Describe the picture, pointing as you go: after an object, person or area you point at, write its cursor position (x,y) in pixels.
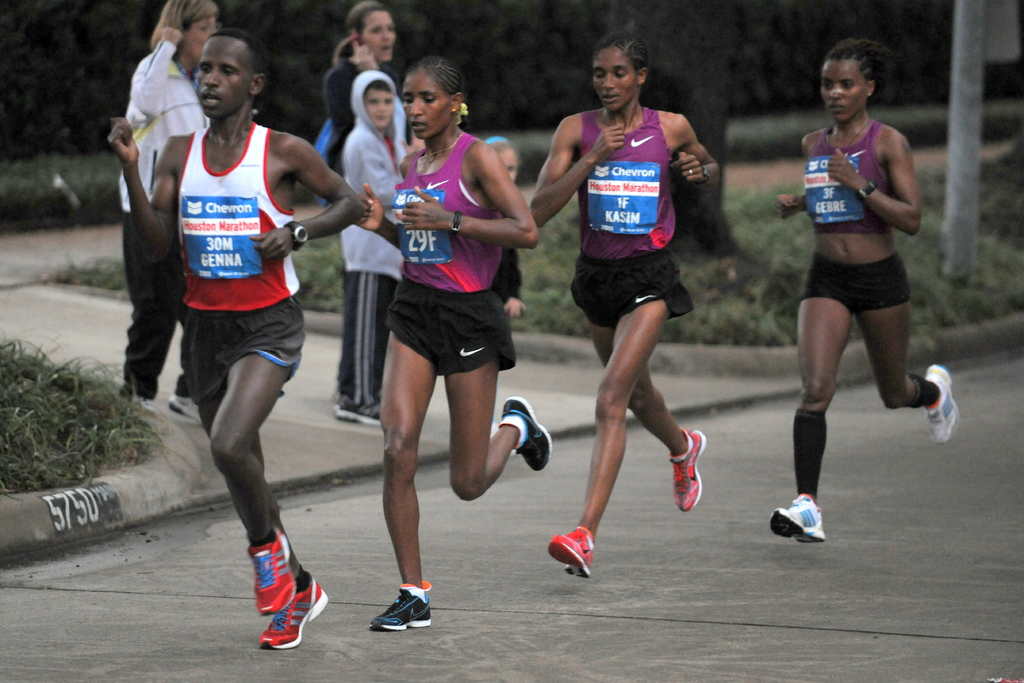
In this picture there are group of people (476,479) running and there are group of people (384,310) standing and there are trees (44,0) and there is a pole (959,113). At the bottom (894,513) there is a road (548,561).
